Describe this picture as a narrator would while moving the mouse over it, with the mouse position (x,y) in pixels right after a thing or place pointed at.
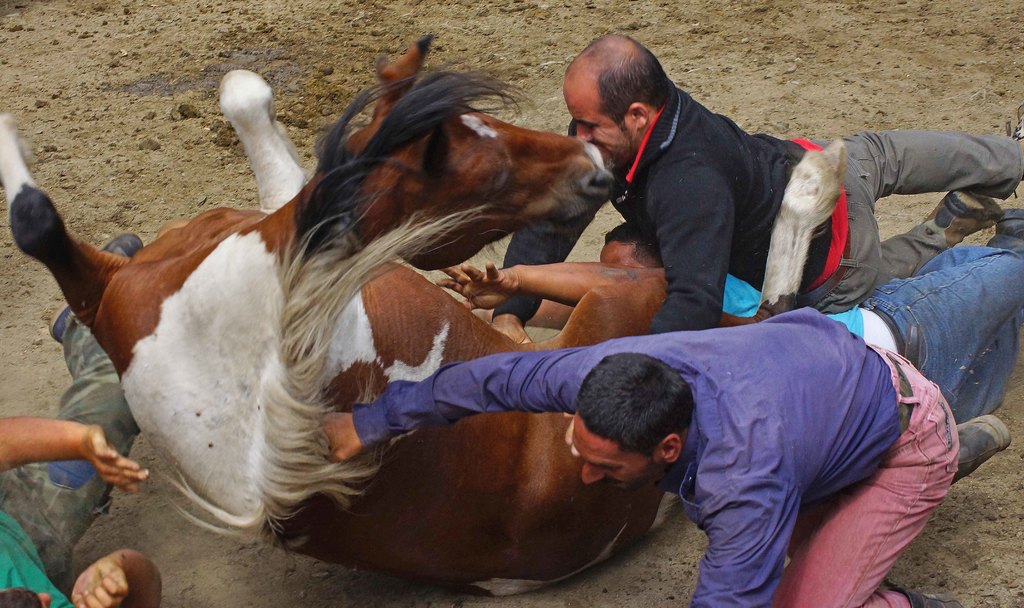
In this image I can see few persons (800,400) are holding a horse (481,446) which is brown, black and cream in color and I can see the horse (314,355) is falling on the ground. I can see the ground (795,59) is brown in color.
